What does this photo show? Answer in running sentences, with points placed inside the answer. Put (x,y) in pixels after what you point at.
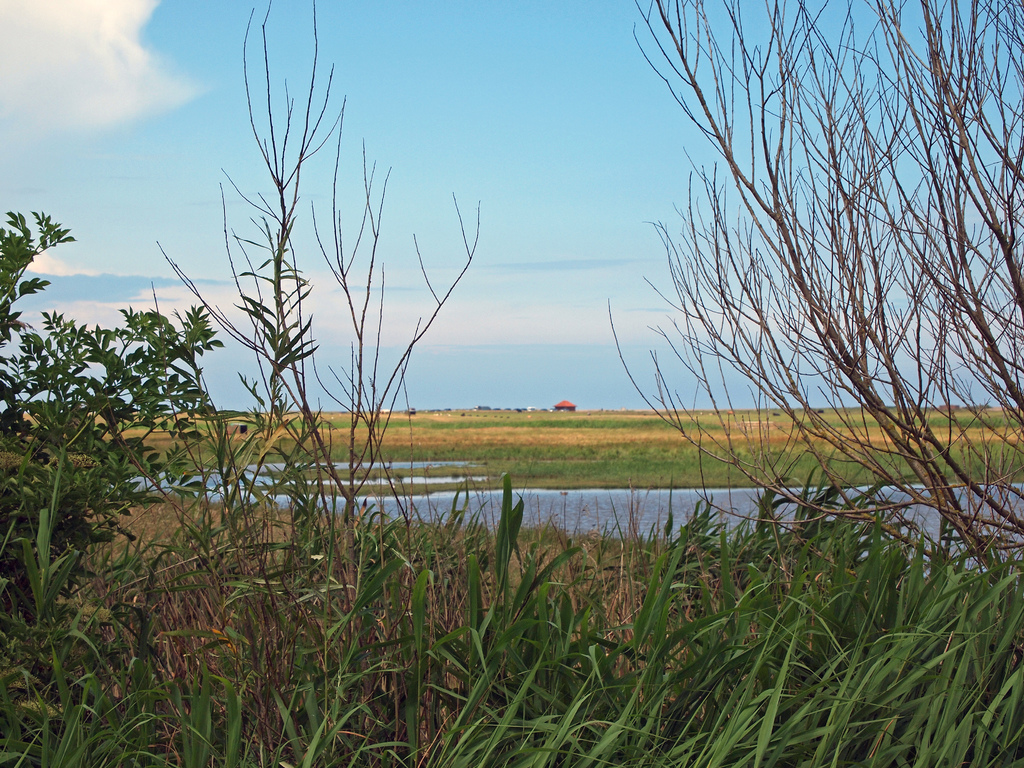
In this image we can see grass (662,590), trees (78,371) and the sky (464,105) with clouds (145,84) in the background (113,90).
